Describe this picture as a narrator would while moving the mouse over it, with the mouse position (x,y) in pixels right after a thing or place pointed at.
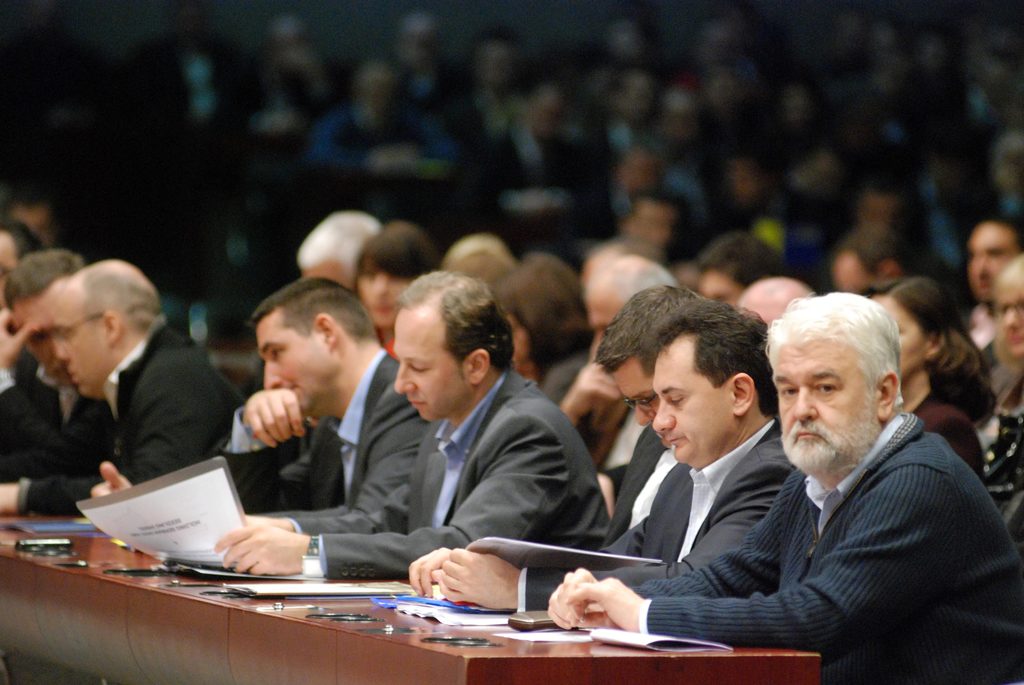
In this image there is a table (269,601) on that table (534,642) there are papers (185,543), in the background (963,433) people (332,285) are sitting on chairs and it is blurred.
